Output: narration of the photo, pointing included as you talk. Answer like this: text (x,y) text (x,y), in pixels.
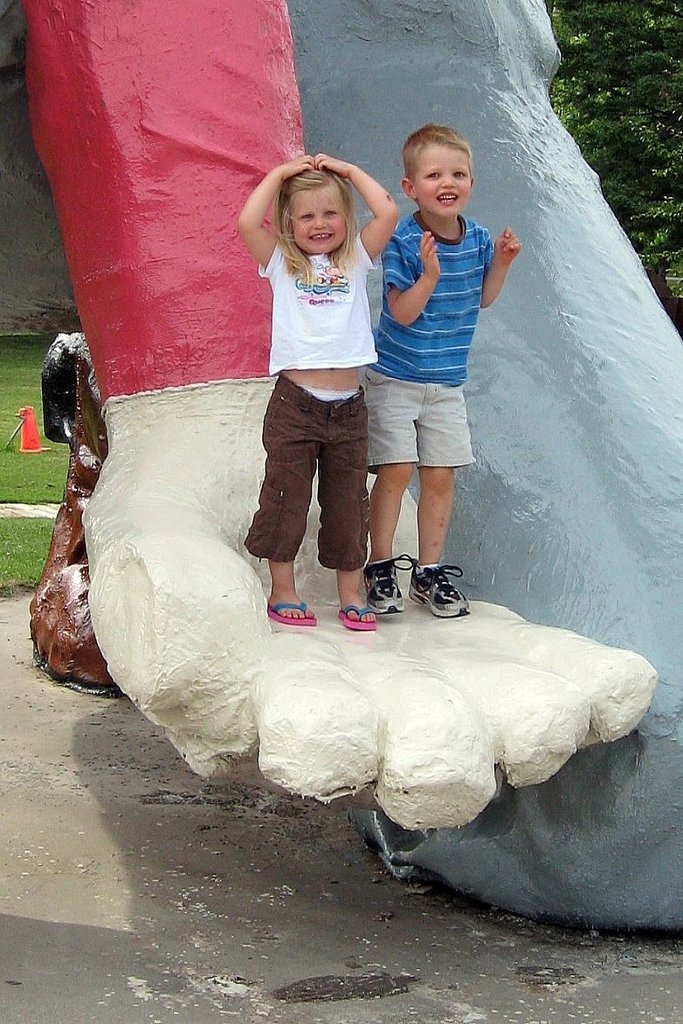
This picture is clicked outside. In the center (453,350) there is a girl (292,246) smiling, wearing white color t-shirt (290,302) and standing on the sculpture (392,670) and there is a boy (443,206) smiling, wearing blue color t-shirt (422,344) and standing on the sculpture (436,667). In the background (41,469) we can see the green grass (1,393) and a tree (628,84) and some other items (94,447).
